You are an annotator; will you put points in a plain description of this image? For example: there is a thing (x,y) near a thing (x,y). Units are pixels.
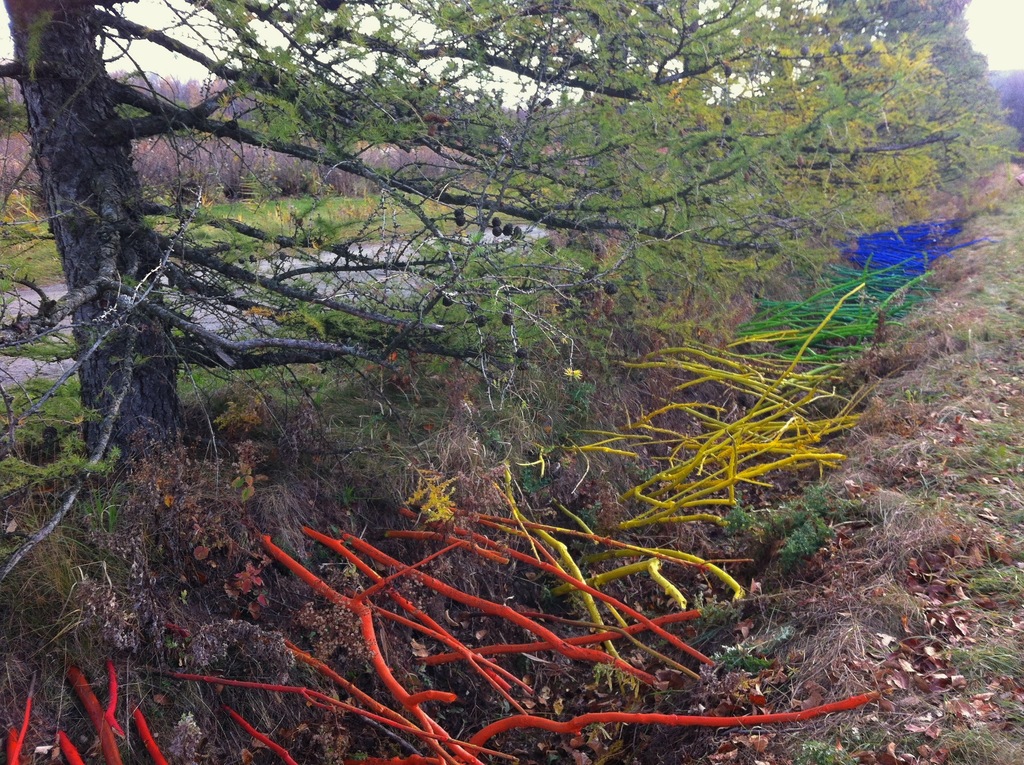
In this image at the bottom (677,623) we can see grass (874,570), leaves (782,499) and colorful sticks (607,715) on the ground (908,738). In the background (356,146) there are trees (166,369), water (16,313) and sky (349,89).
